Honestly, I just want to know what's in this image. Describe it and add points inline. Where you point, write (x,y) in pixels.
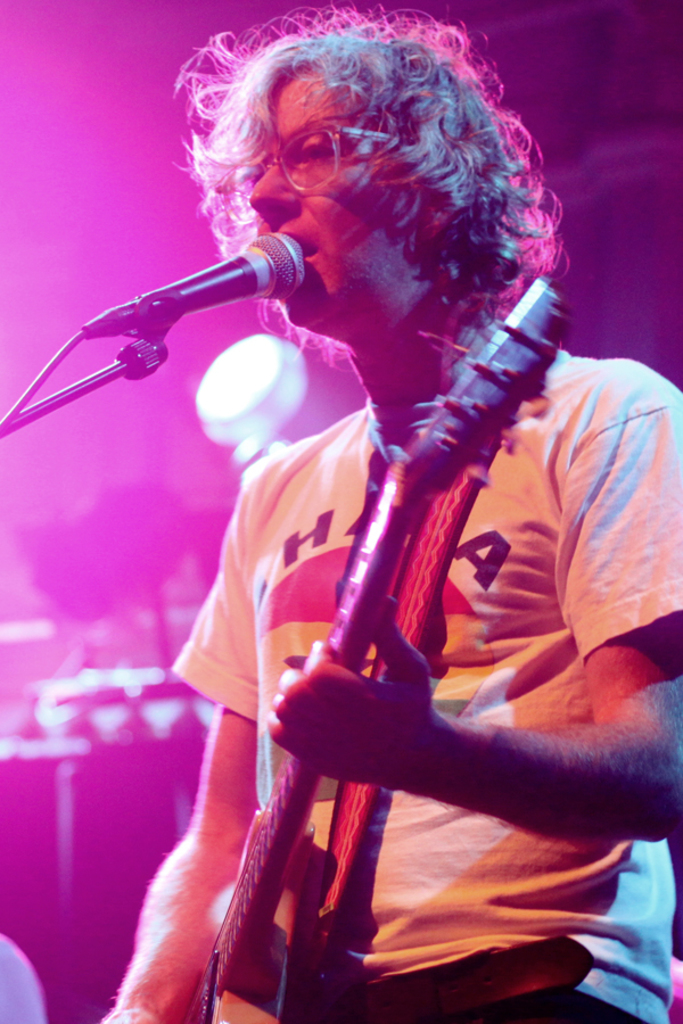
In this image there is a person (527,853) playing a guitar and singing a song in a microphone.
